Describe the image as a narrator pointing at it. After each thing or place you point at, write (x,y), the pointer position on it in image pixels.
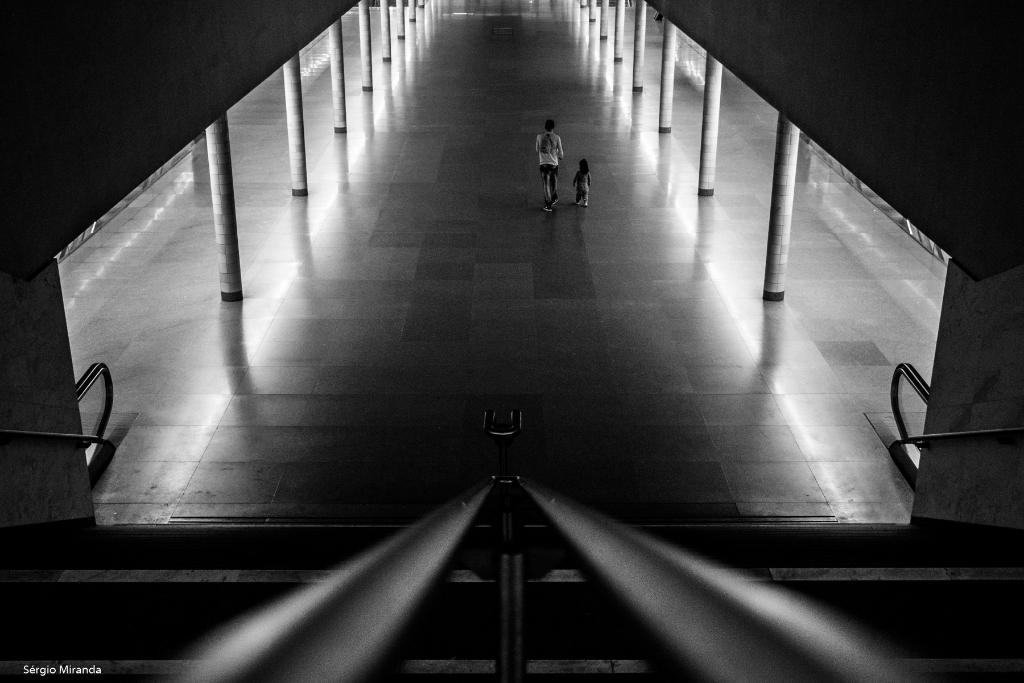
In this image in the front (438,599) there are railings (505,607), in the center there are persons (548,175) walking. On the left side (218,153) there are pillars (361,39) and there is an object (90,383) which is black in colour. On the right side (784,172) there are pillars (712,126), there is a railing (904,374) and there is an object (918,375) which is black in colour. On the left side (31,433) there is a railing (72,435) on the wall (44,426) and at the bottom left of the image (68,668) there is some text (60,670) which is visible.
